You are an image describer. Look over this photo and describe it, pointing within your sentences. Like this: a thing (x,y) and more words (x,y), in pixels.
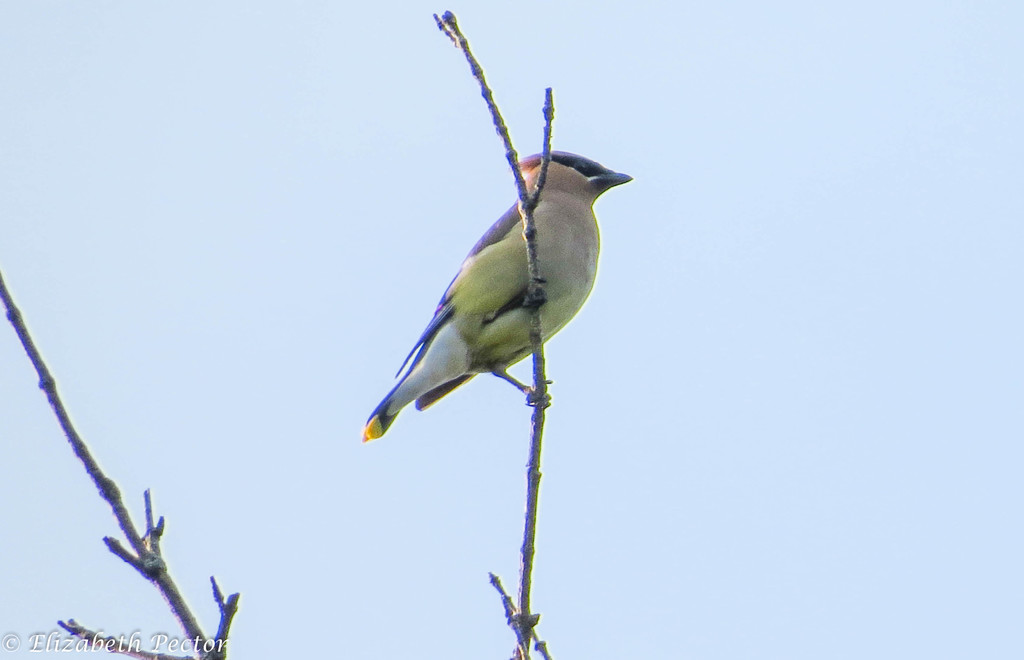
In this image, we can see a bird (589,232) on the stick (540,412) which is on the blue background. There is an another stick (128,524) and some text (211,645) in the bottom left of the image (18,647).
